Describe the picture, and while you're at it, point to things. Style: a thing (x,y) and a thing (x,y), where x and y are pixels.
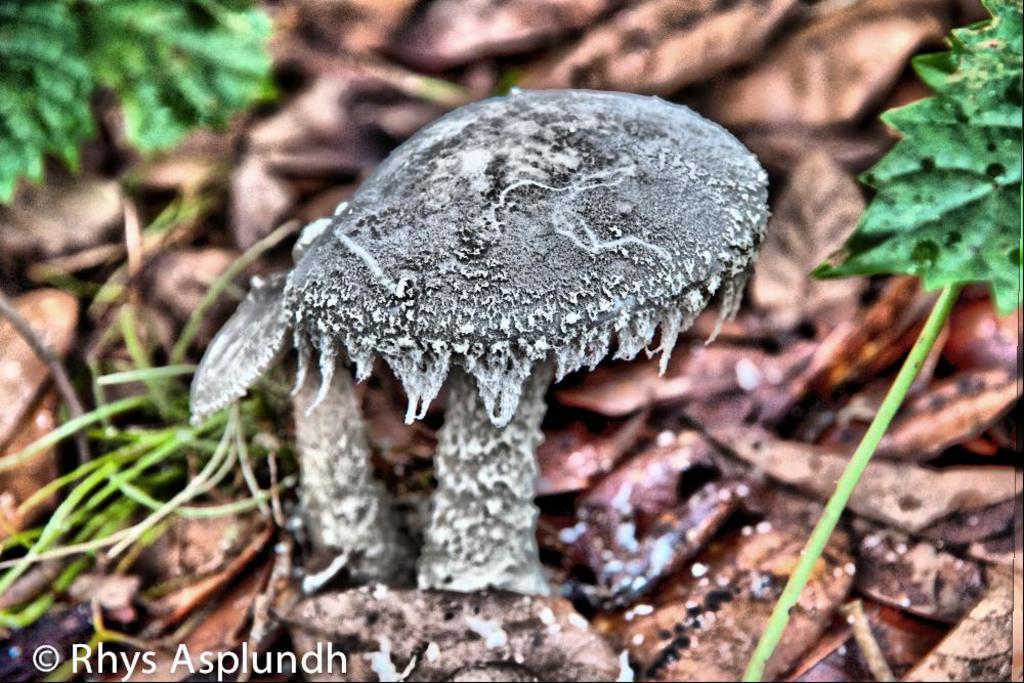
In this picture we can see mushrooms (532,384), dried leaves (883,389), green leaves (181,57) and at the bottom left corner of this picture (245,667) we can see some text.
